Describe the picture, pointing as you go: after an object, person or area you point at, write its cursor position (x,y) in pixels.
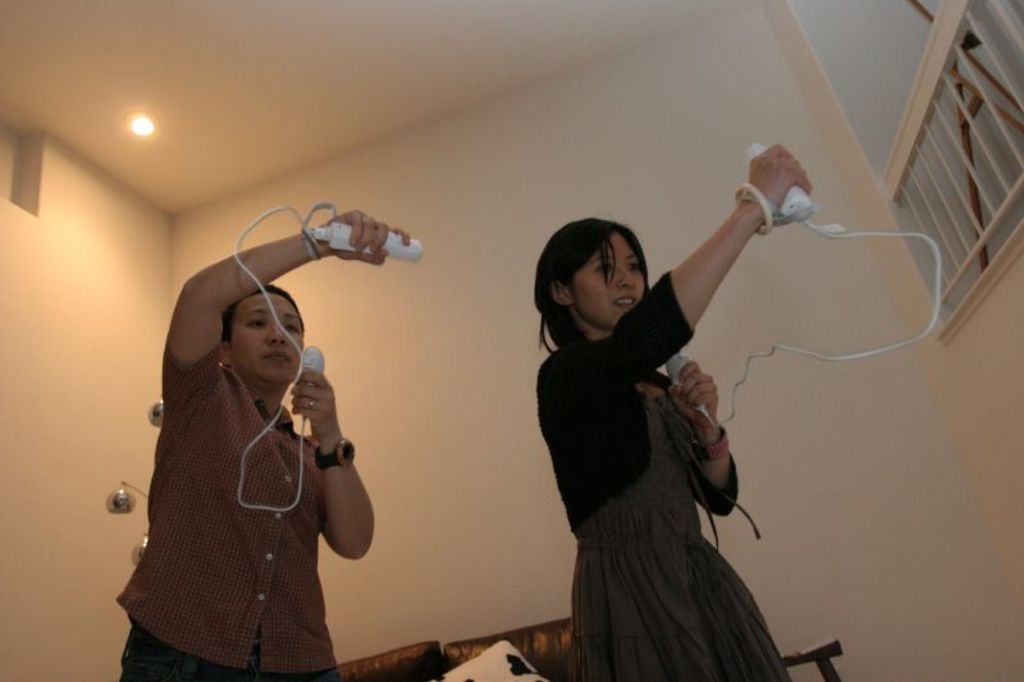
This is an image clicked inside the room (261,61). In this image I can see two persons (636,497) holding some device (294,343) in their hands (309,409). One is man (215,437) and one is woman (594,418). In the background (430,171) I can see a wall (478,176). On the top of the image (140,115) I can see a light (149,132). In the background (366,680) I can see a sofa (547,646).
